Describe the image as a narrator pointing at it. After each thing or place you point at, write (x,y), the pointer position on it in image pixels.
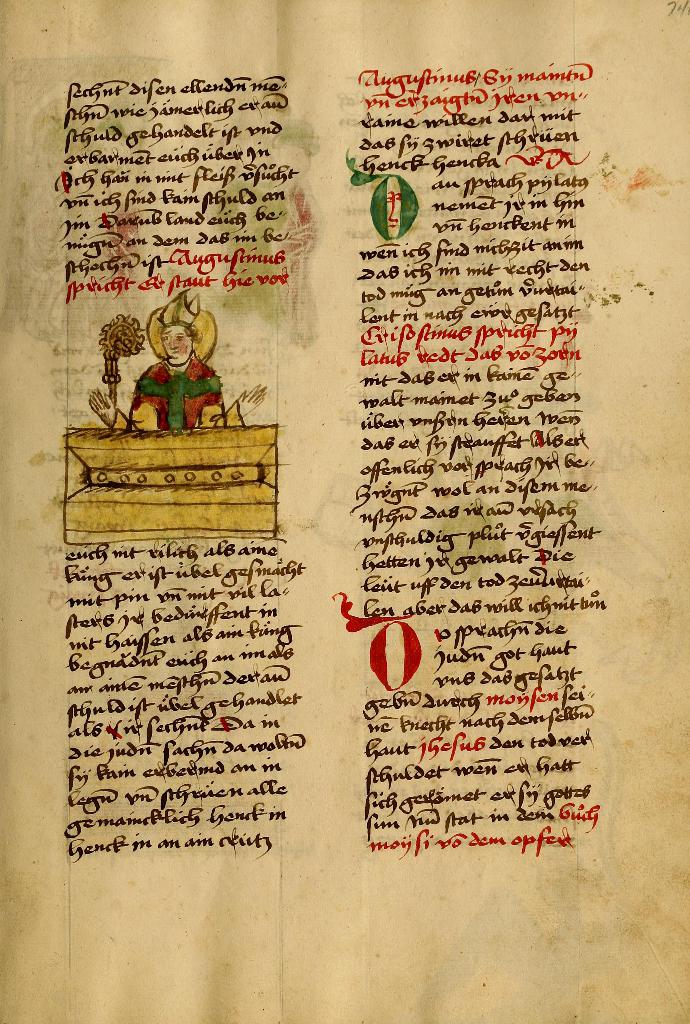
In this image we can see paper (242,743) which is of brown color in that we can see an image (176,402) and some text (221,619) which is in other language.
